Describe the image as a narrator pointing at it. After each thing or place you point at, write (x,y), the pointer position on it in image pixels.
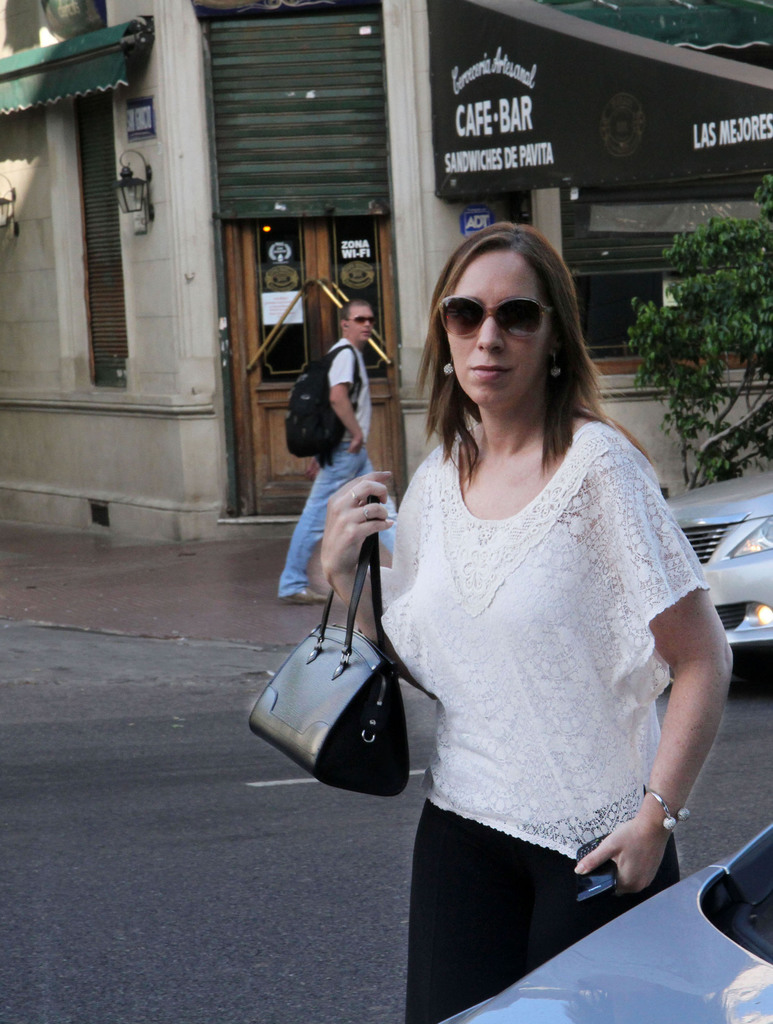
In the center (480,567) we can see one lady (491,667) she is holding handbag (381,690). Coming to the background (491,185) we can see the building (185,275). And here one man (337,395) is walking and there is a tree (680,379).
